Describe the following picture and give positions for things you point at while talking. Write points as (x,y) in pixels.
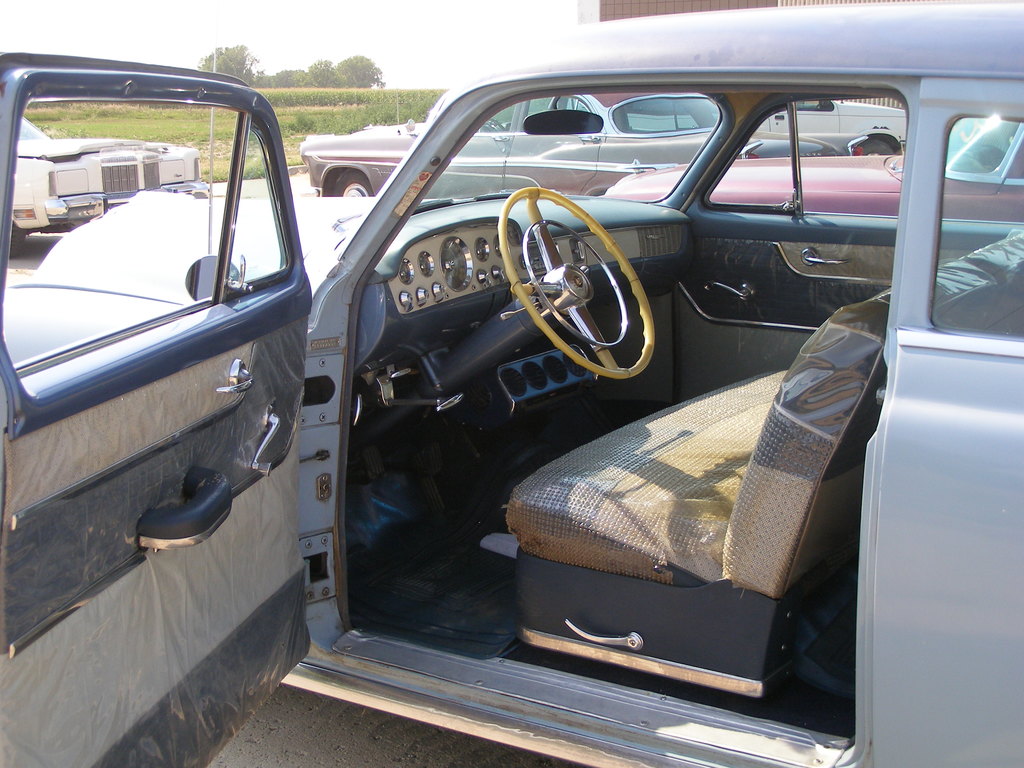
In this image we can see vehicles (134,145), grass (306,118), plants (360,102), trees (279,76), we can see the sky (386,62).
